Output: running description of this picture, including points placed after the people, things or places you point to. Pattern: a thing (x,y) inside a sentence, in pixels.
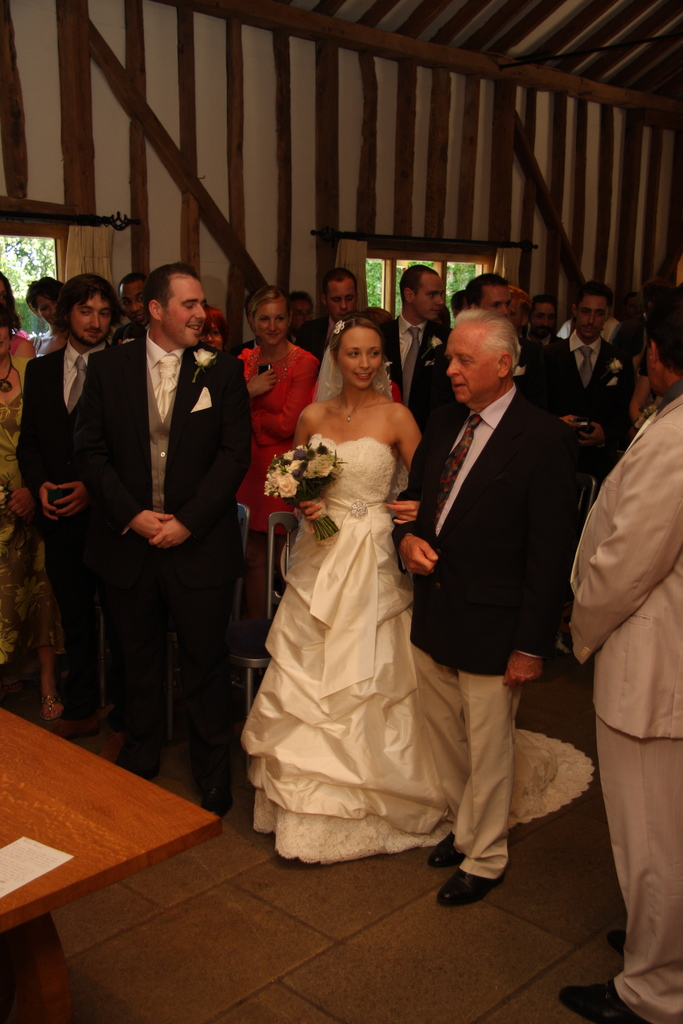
In this image, I can see a group of people (364,728) standing on the floor (424,965). There is a woman (332,840) holding a flower bouquet (334,531). At the bottom left side of the image (97,853), there is a wooden object (65,808). In the background (66,270), I can see the windows (457,268) and a curtain (94,260) hanging to a hanger (111,223).
